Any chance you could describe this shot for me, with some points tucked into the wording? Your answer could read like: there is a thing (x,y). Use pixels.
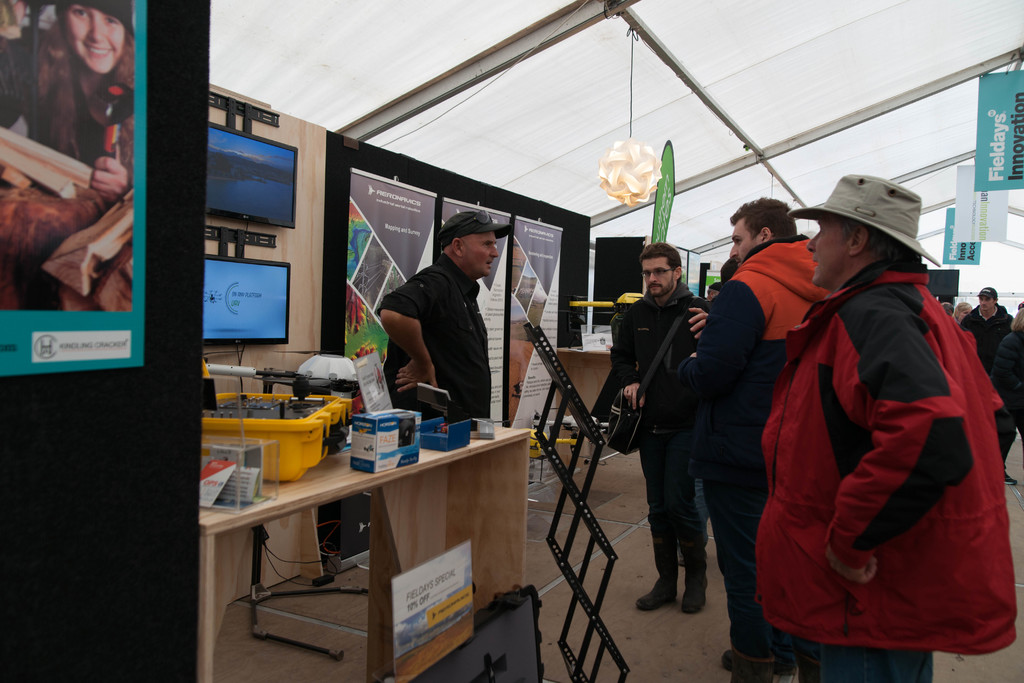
Here we can see a group of people (784,291) standing and talking to themselves, the person (854,499) the front is wearing hat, the person (427,334) on the left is wearing a cap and we can see a table (279,502) with so many things (300,378) present on it and we can see monitors (279,342) present and there are posters (353,200) present here and there
